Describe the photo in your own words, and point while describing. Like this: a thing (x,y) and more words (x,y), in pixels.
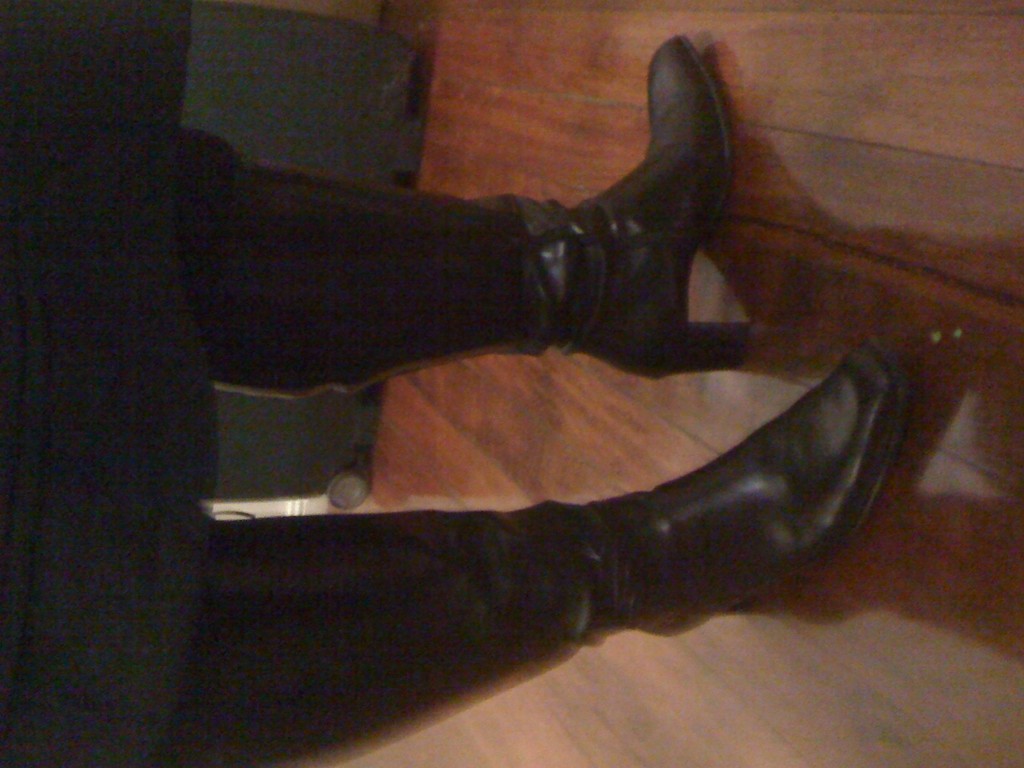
In this image there is one person (677,322) wearing a black color shoe (839,393) and standing on a wooden floor (822,145) in the middle of this image (523,370).
